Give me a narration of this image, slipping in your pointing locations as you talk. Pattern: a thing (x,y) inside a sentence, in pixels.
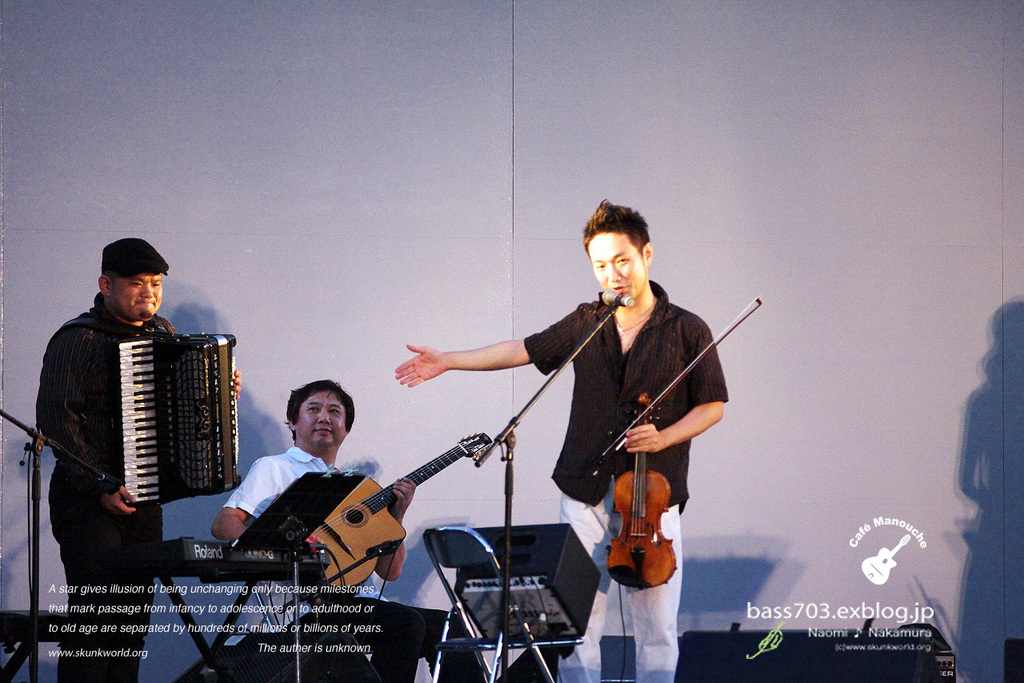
There are two people (632,352) standing and one person (254,513) sitting. This is a piano (206,572). I can see a person (600,417) holding violin (634,496) and talking into the mic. Here is another person (82,345) holding musical instrument (156,421). The person (298,455) in the middle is playing guitar (374,513). This is the chair (465,621) with a speaker (526,615) on it. I can see a shadow (984,414) of a person (1003,418). This looks like a poster (219,629).
